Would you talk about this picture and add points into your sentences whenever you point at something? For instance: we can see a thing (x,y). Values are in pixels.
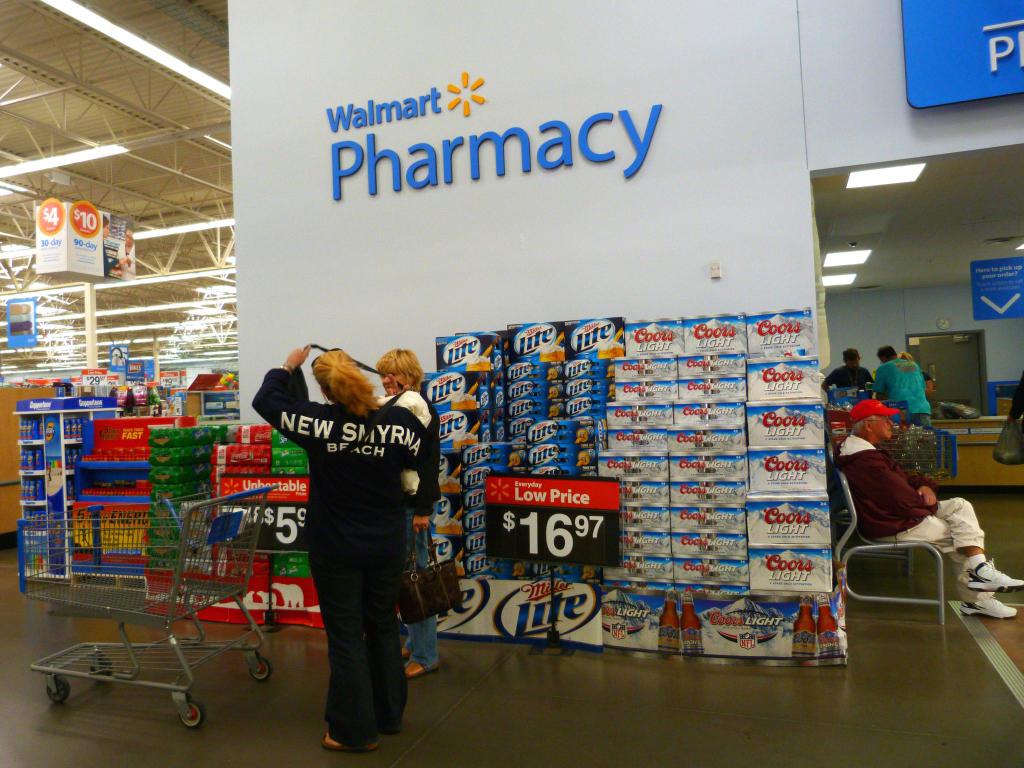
The image is taken in walmart store (3,264). In the foreground of the picture (376,484) there are two women (384,484), cart (99,596), boxes (180,450), price boards (550,523) and many other objects (799,627). On the right (957,517) there are people (902,470), boards (1000,264), desk (974,430), carts (947,434) and other objects (1005,441). On the left (95,359) there are lights (2,299), banners (76,256), boards (91,370) and various things (119,397).
